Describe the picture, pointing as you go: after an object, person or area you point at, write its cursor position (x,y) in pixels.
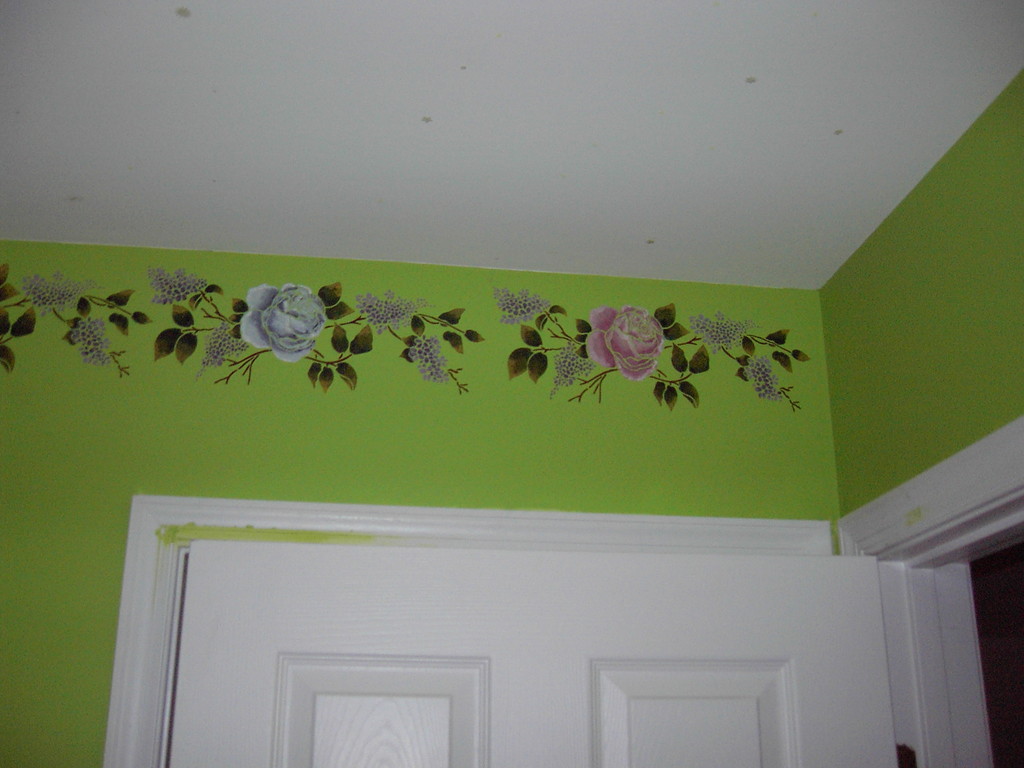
In the picture there is a wall (724,398), on the wall (526,451) there is some design (673,364), there is a door (344,570).
